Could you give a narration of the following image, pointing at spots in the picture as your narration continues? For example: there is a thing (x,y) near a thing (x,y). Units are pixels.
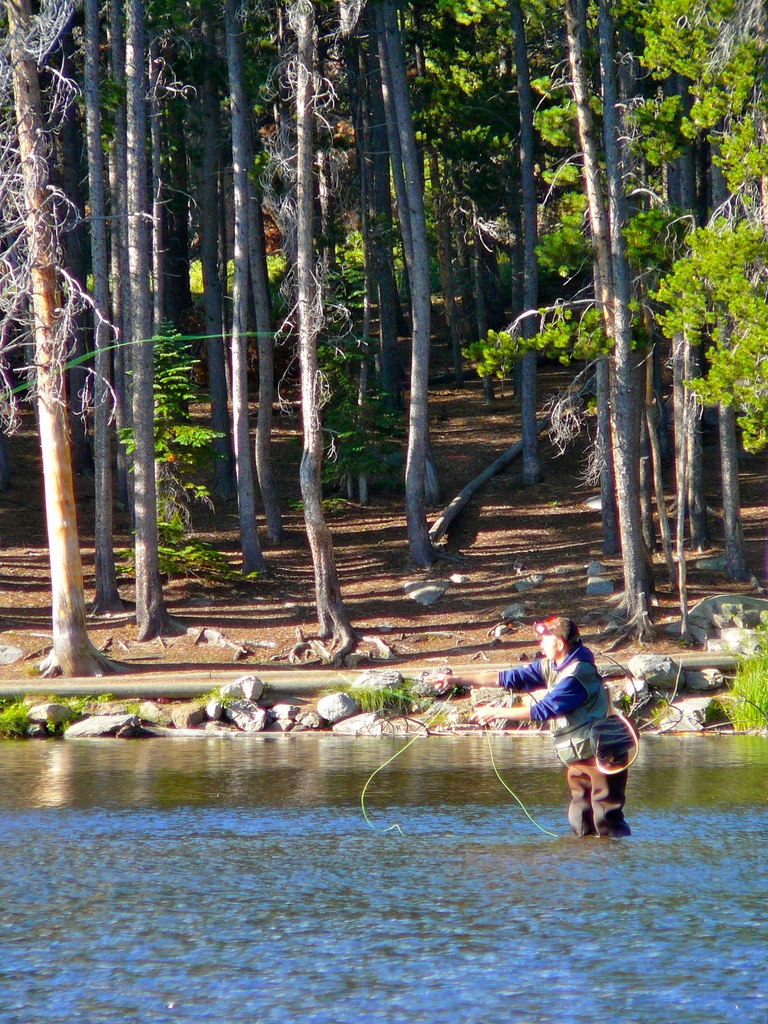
In this image in the front (430,904) there is water (377,869). In the center (466,680) there is a person (573,751) standing in the water (392,892). In the background (444,294) there are trees (271,355) and there are stones (697,635).
